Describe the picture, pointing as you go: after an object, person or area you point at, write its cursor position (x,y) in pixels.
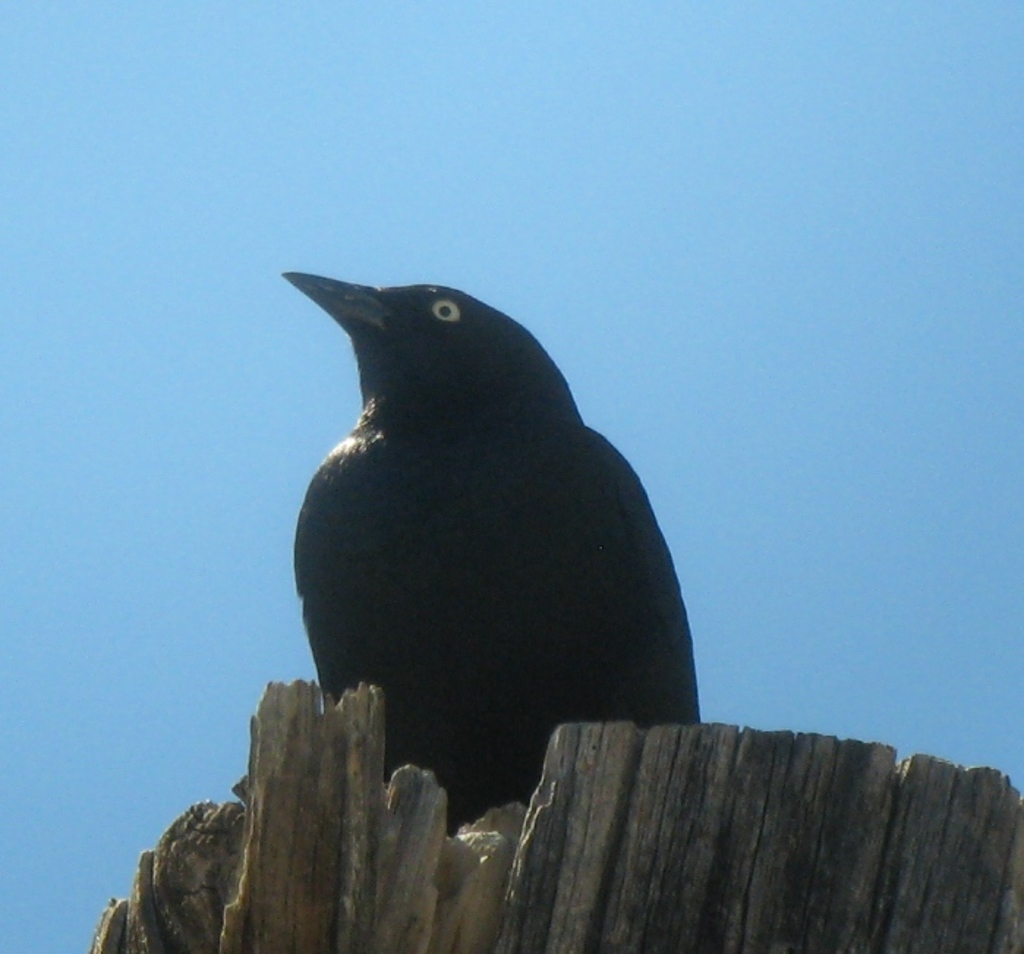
In this image we can see bird (520,492) which is in black color is on the tree pole (719,793) and in the background of the image (515,116) there is clear sky (299,172).
